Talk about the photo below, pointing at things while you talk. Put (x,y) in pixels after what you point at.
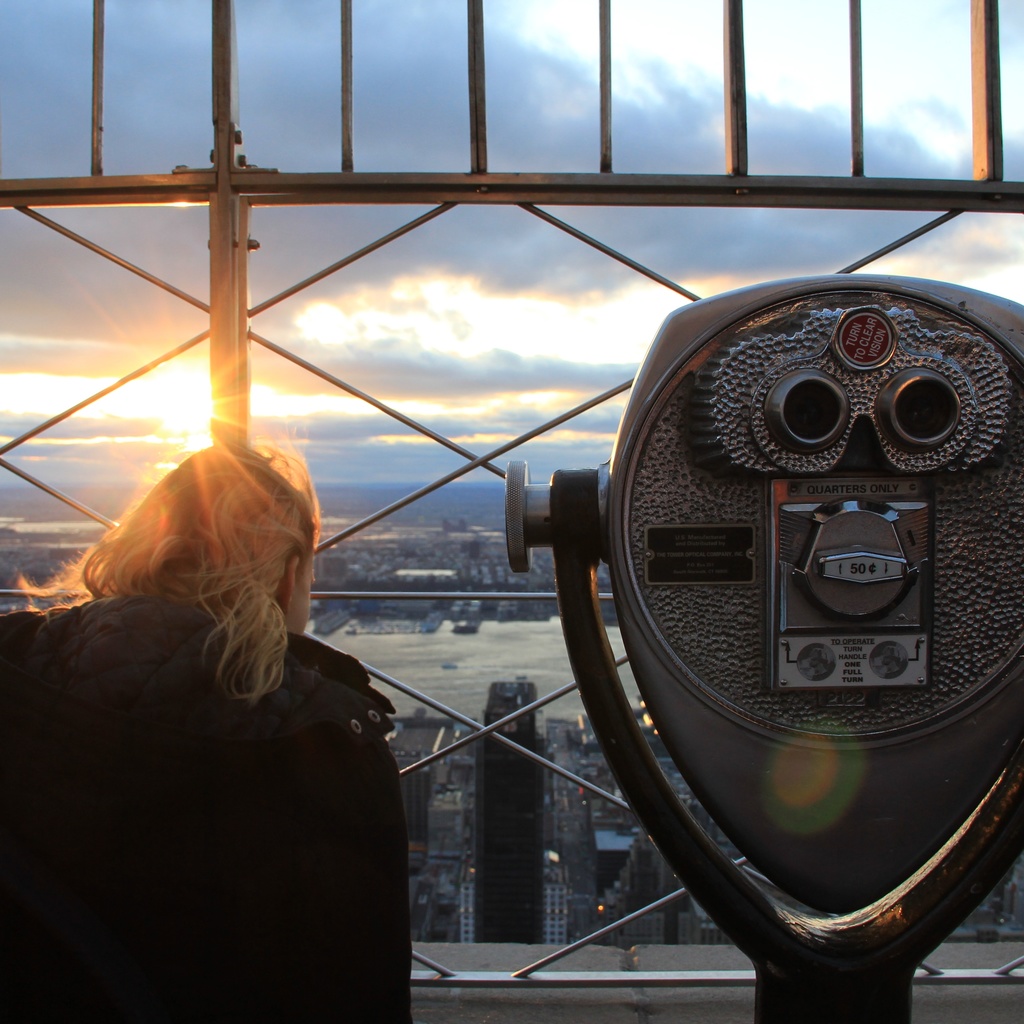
In this image I can see a person (148,558) standing in front of the grilles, side there is a machine (930,702) placed.
